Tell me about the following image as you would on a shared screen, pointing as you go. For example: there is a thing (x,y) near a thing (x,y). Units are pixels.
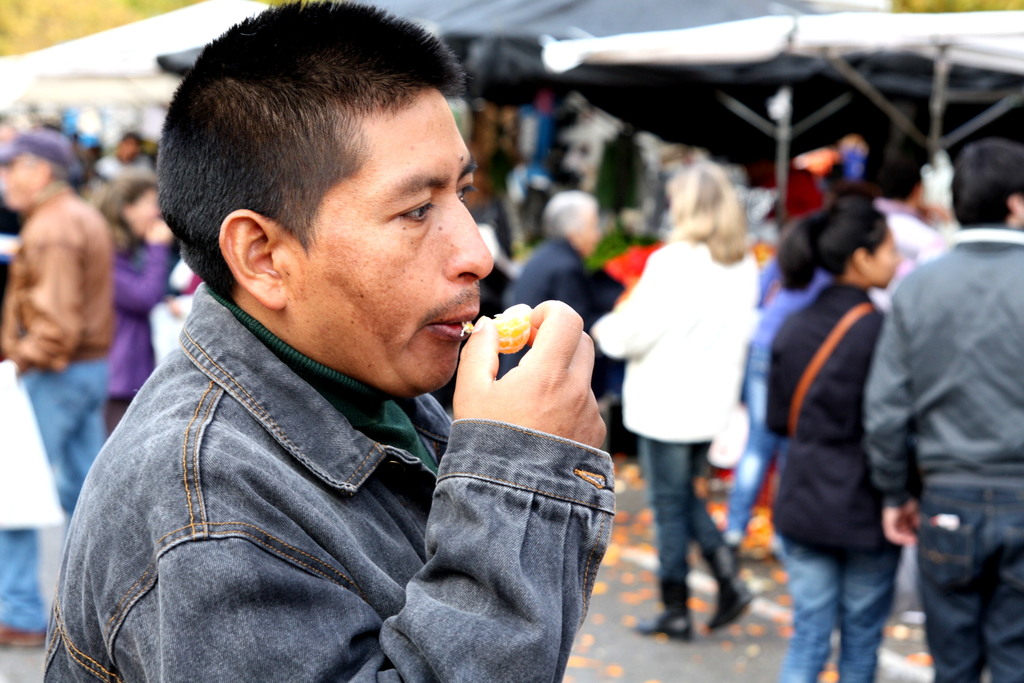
In this picture there is a man (413,360) who is wearing jacket (502,542) and t-shirt (388,413), he is eating the orange (499,331). On the right (980,261) we can see couple (886,455) who are standing on the road (903,634). Here we can see a woman (687,257) who is wearing white jacket (684,331), jeans (666,519) and shoe (728,605). Here we can see group of persons (875,199) standing near to the tent (702,131). On the left (136,281) background (40,167) we can see another group of persons (149,315).
